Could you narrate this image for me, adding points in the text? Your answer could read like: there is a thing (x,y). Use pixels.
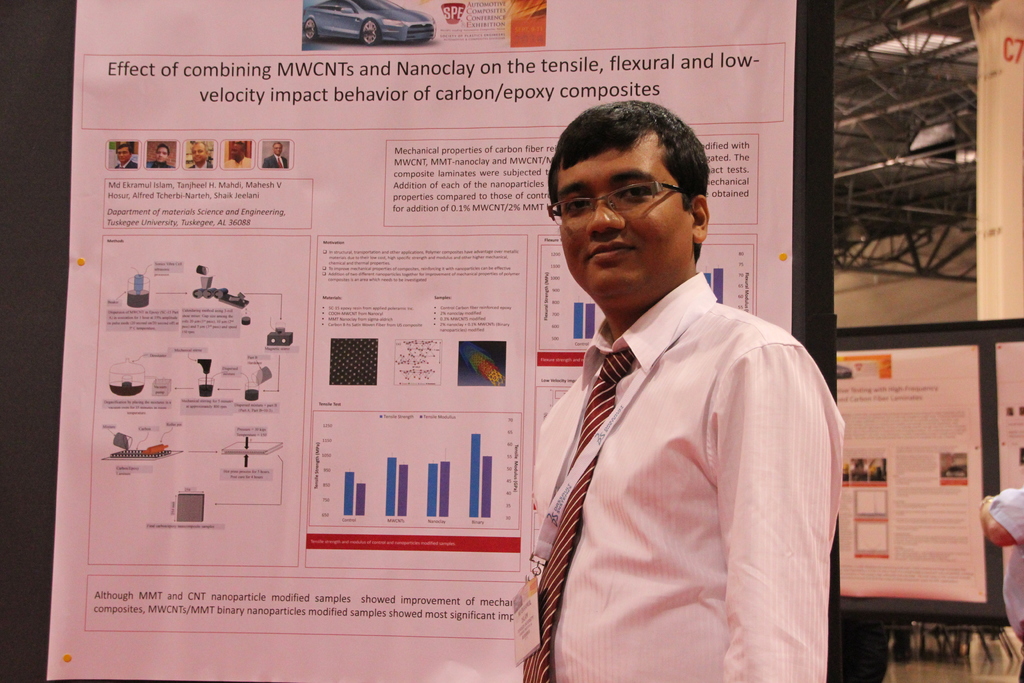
In the picture we can see a man (641,612) standing and he is with white shirt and tie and behind him we can see a hoarding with some information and images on it and behind it also we can see a board (979,613) with some poster (931,551) on it and in the background (894,249) we can see a ceiling (907,189) with iron rods (878,222).
